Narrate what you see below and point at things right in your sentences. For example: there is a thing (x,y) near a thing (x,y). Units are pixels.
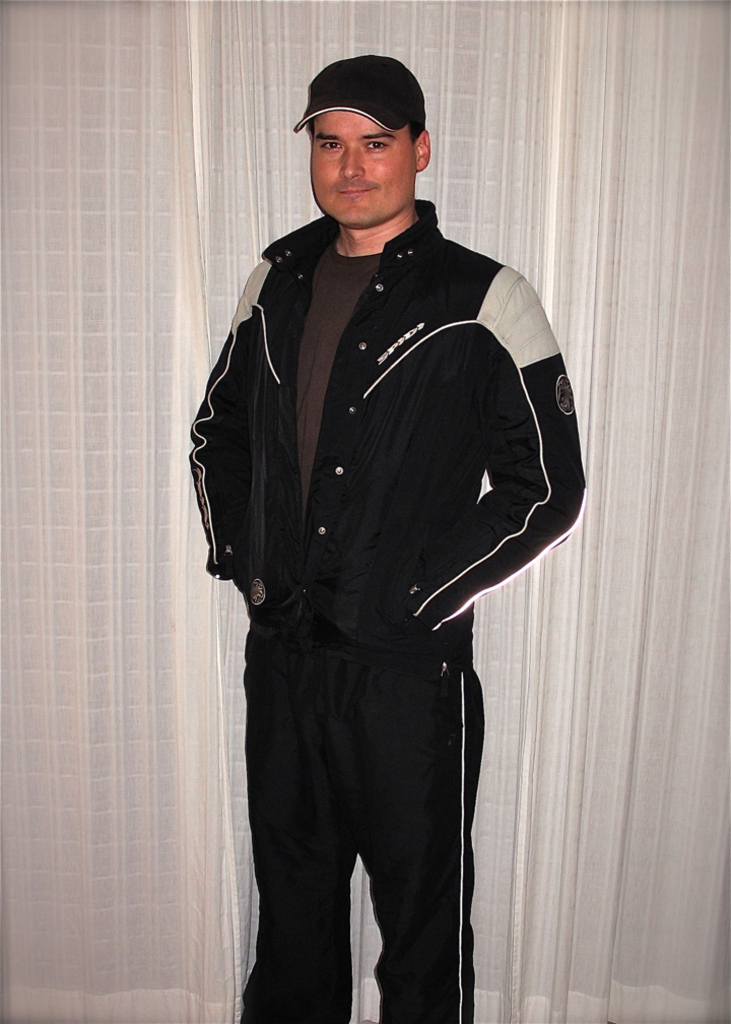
In this image I can see a person (461,530) standing and the person (461,530) is wearing black dress (447,492) and black color cap (360,65). Background (687,138) the curtains (287,53) are in white color.
